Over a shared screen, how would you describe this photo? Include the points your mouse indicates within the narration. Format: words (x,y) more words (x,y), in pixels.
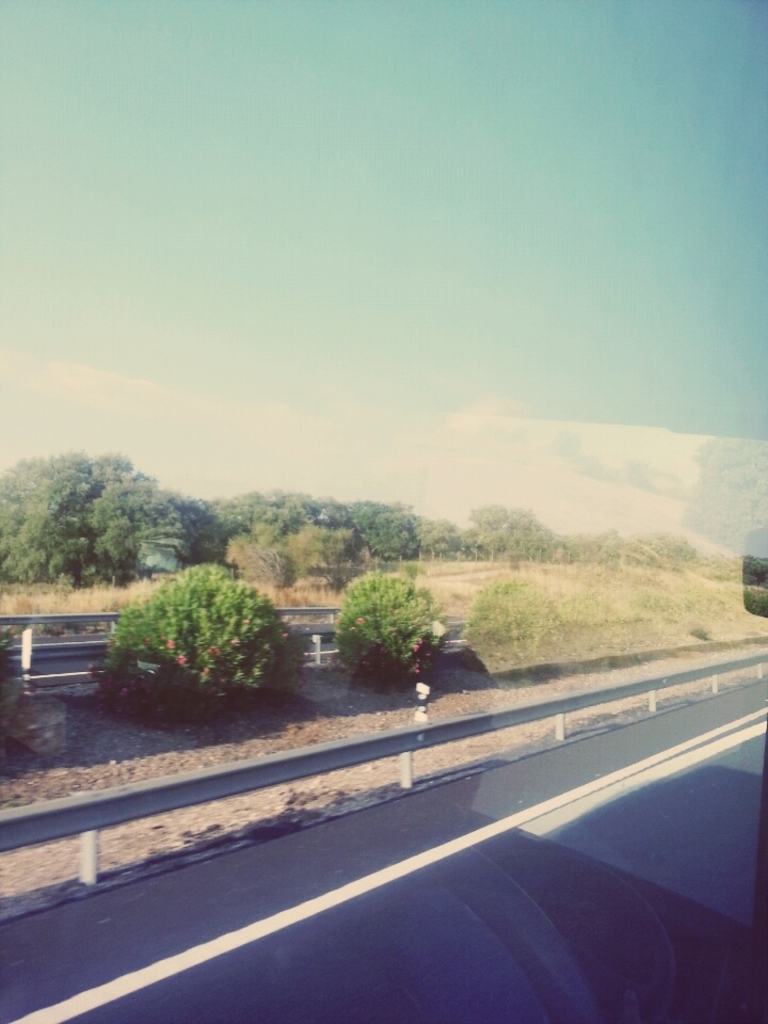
As we can see in the image there are trees (37,511), grass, fence (78,618) and on the top (404,139) there is sky (503,176).
